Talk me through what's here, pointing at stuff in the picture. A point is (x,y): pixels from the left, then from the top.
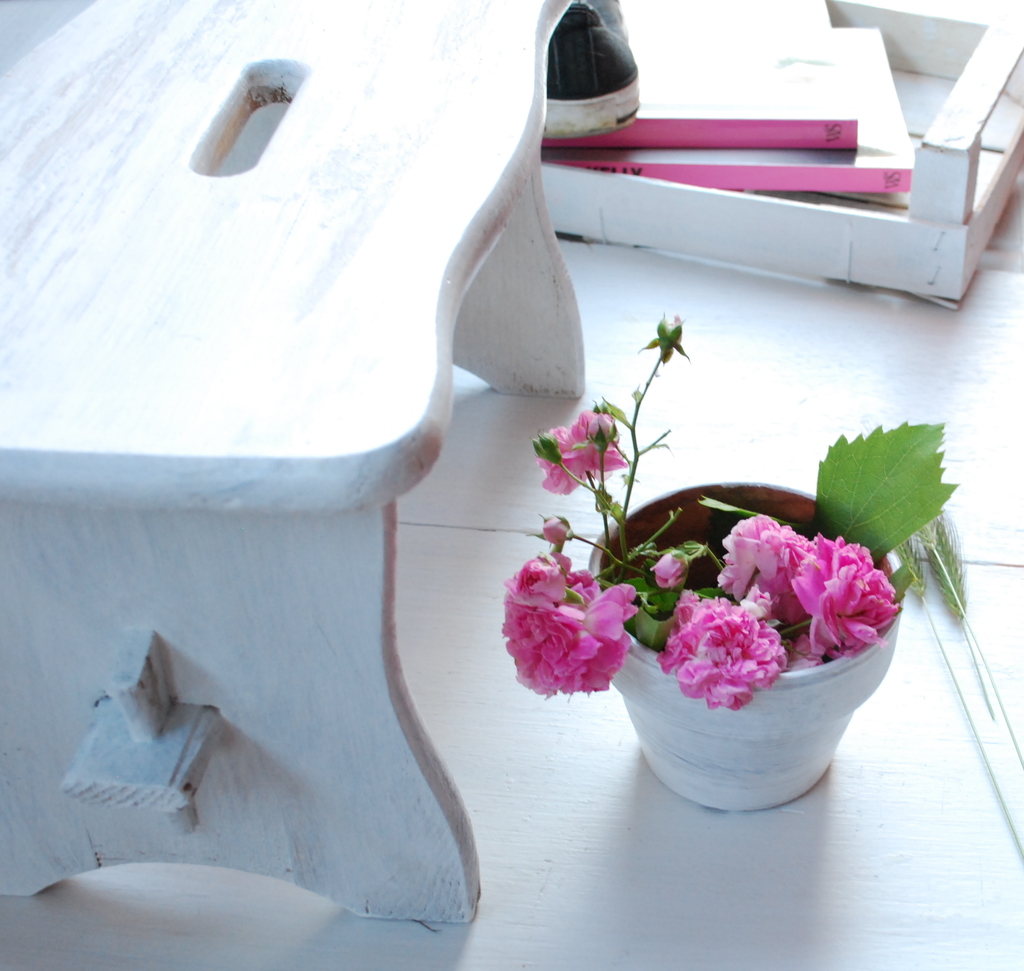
In this image I can see a bench (291,443), a plant (645,571) in a vase (859,671).
